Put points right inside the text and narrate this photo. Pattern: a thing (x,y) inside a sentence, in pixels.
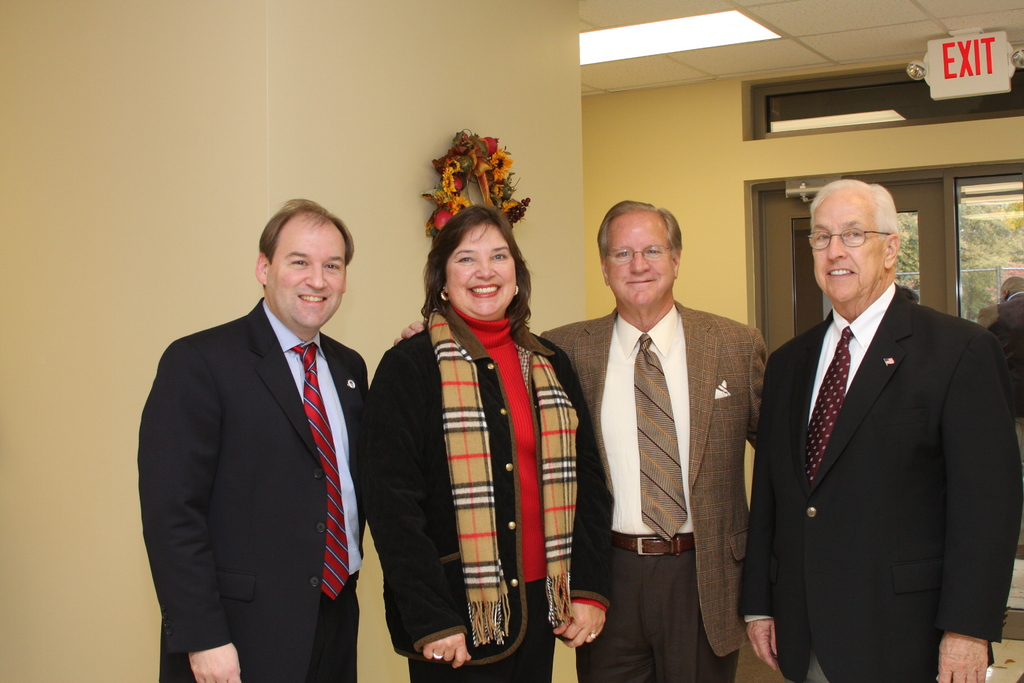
In this image I can see group of people (304,476) standing. In front (548,428) the person (535,422) is wearing black jacket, red shirt (521,425) and black color pant (547,669). Background (330,22) I can see a wreath (456,172) attached to the wall (383,152) and the wall (391,127) is in cream color and I can see few glass doors (940,247). I can see an exit board (1007,58) attached to the wall (891,60).
